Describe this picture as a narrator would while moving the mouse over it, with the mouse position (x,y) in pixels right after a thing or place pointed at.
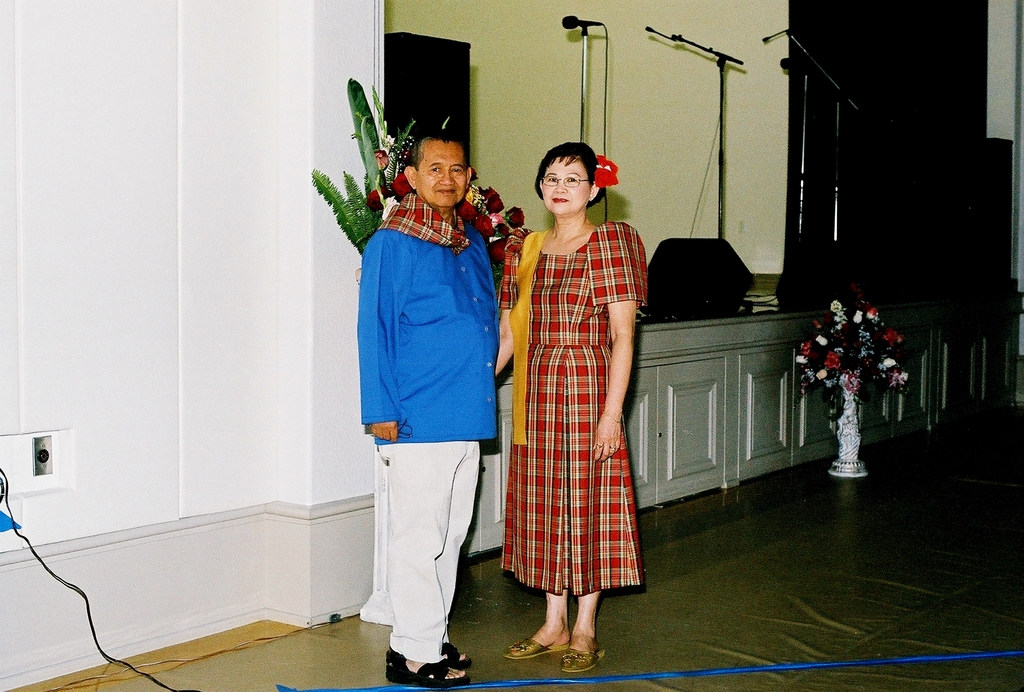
In this image in the center (533,410) there are two persons (423,491) who are standing, and in the background (760,368) there is a stage (975,337). In front of the stage (991,355) there is one flower bouquet (494,228) and beside the stage (874,406) there is one pot (845,428) and flowers (829,365), and on the stage (795,336) there are some mike's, speaker (709,243) and some wires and on the left side (139,379) there is a wall (116,560). At the bottom (318,653) there is a floor (957,629).
